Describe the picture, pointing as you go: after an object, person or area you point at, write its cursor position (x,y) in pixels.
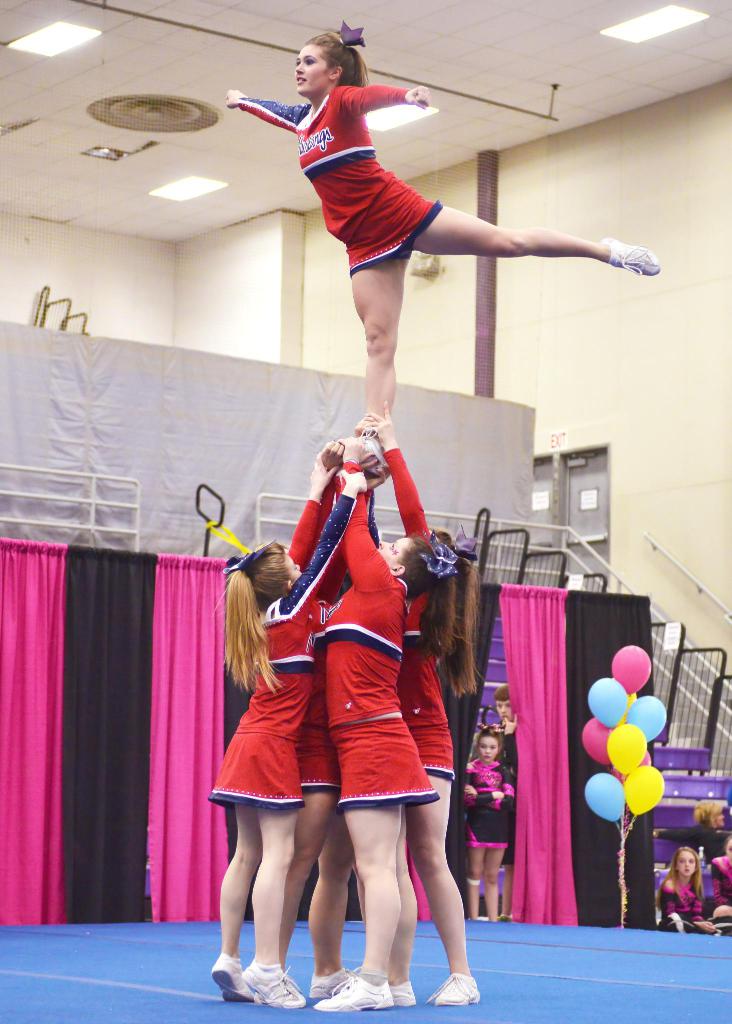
Here in this picture we can see a group of women (321,722) standing on the floor (197,928) over there and they are holding another woman (346,107) above them with their hands (374,426) and we can see curtains (60,587) and balloons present over there and we can also see people (502,712) and children (492,730) standing and sitting over there and on the roof (203,42) we can see lights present over there.
